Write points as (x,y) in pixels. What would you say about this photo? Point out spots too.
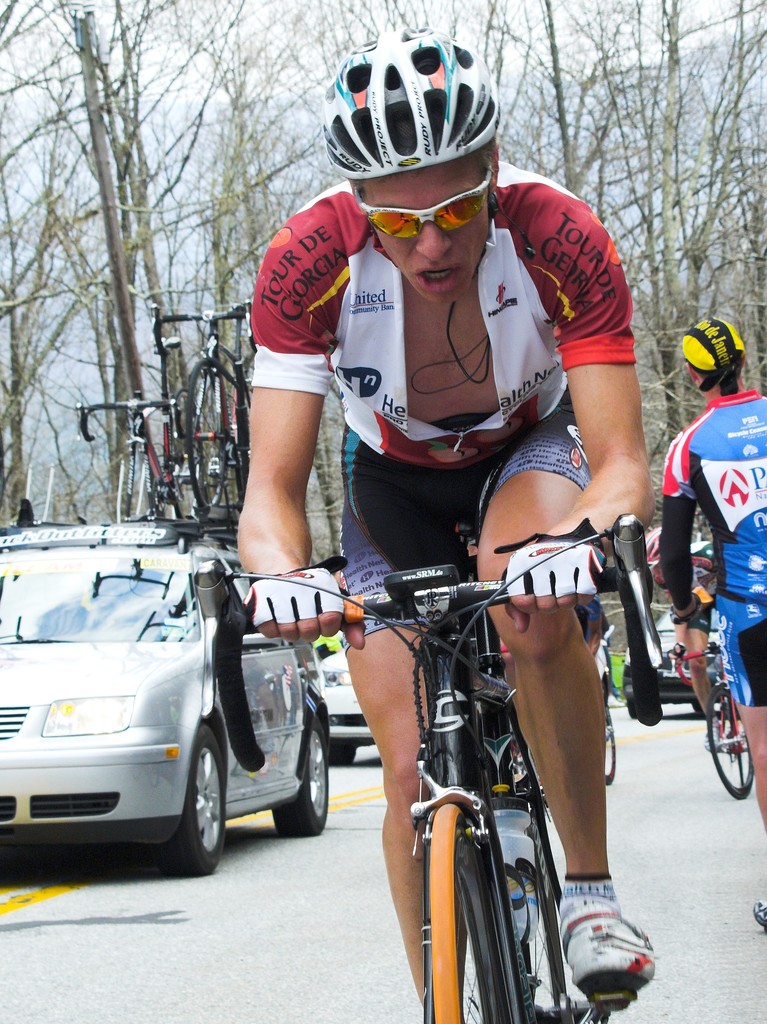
In this image there are people (604,482) cycling on a road (314,892) and there are vehicles (54,735), in the background (71,311) there are trees (84,263).
